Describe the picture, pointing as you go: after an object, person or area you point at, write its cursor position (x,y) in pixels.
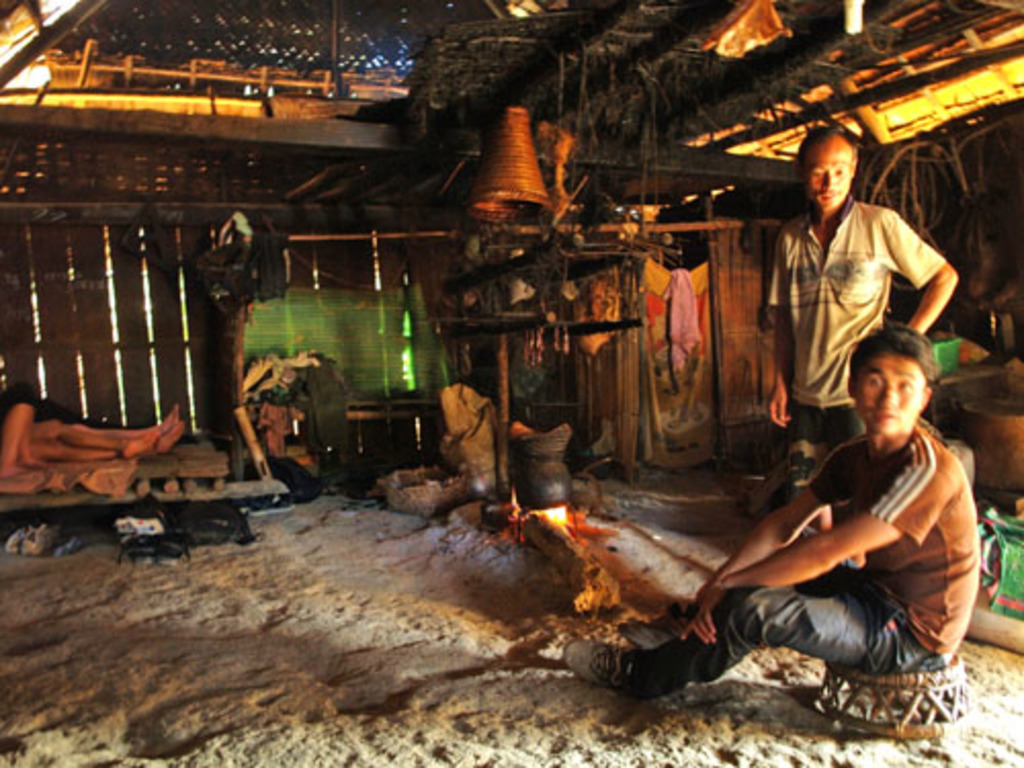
In the picture we can see this person (798,587) wearing brown color T-shirt (934,575) is sitting on the object (944,678) and this person (877,216) is standing. Here we can see the pot (558,424), fire (526,522) and some objects (209,259) in the wooden hut (348,189).
